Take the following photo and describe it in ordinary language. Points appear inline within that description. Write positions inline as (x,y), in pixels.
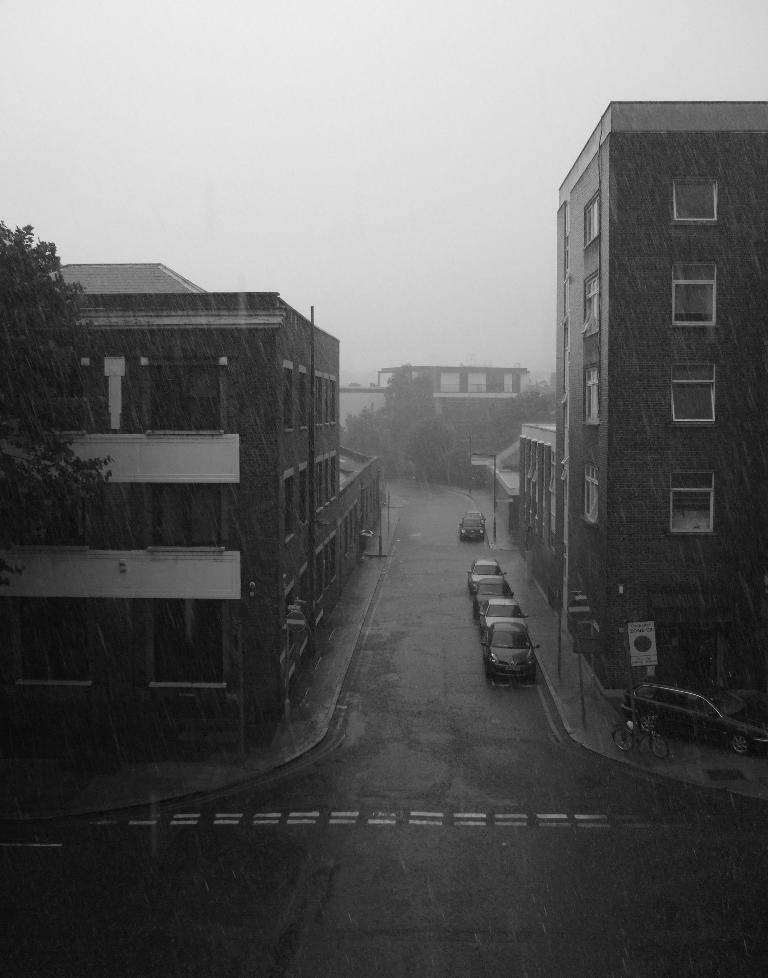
This picture is a black and white image. There are some buildings (625,679), some poles (561,649), some vehicles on the road (658,860), one car (676,708) on the footpath (690,753), one bicycle (668,742) on the footpath (733,763) near the pole (635,718), some trees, some boards (647,659) with text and images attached to the poles (312,384). It's raining and at the top (403,82) there is the sky (467,327).
